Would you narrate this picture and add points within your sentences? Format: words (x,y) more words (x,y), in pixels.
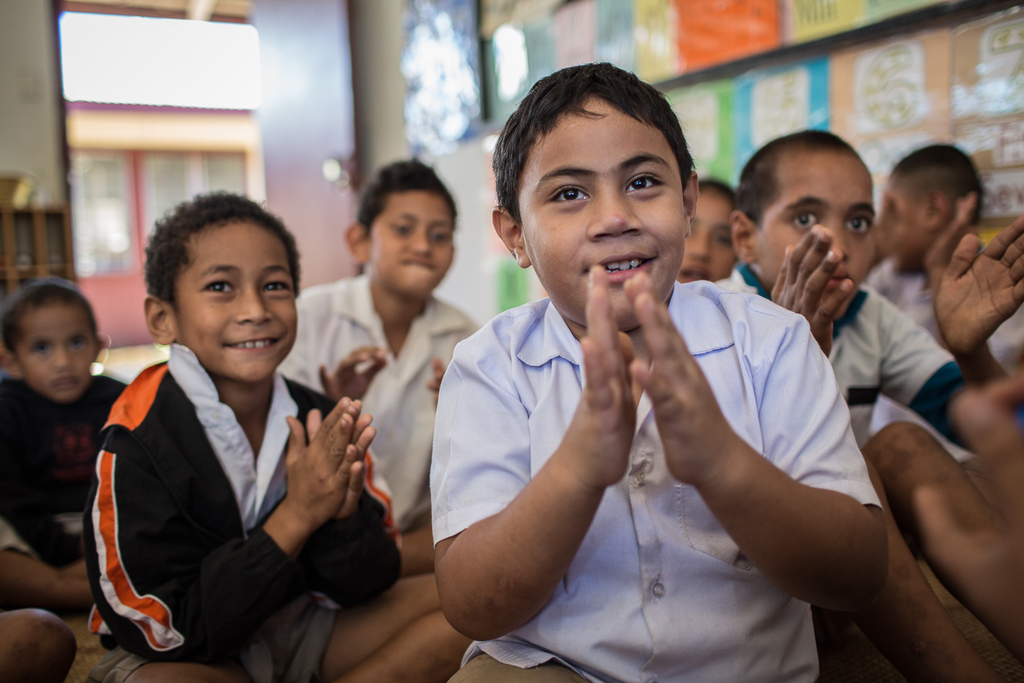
In this picture we can see a few kids (779,270) from left to right. There are a few colorful objects (734,16) on the wall (484,229) on the right side (735,184). We can see a door (343,154), a door handle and a wooden object (14,218) at the back (6,230). Background (129,234) is blurry.
